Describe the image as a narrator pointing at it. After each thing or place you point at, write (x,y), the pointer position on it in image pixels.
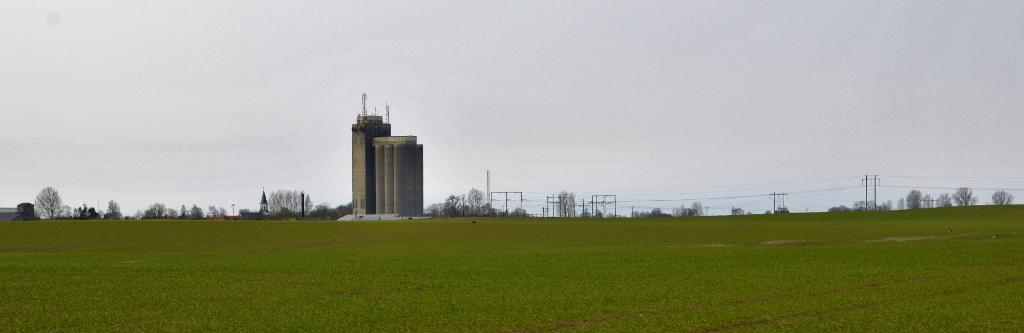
In this image I can see grass (302,267) and trees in green color. Background (410,183) I can see a building (395,163) in gray and white color, few electric poles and the sky (544,93) is in white color.
